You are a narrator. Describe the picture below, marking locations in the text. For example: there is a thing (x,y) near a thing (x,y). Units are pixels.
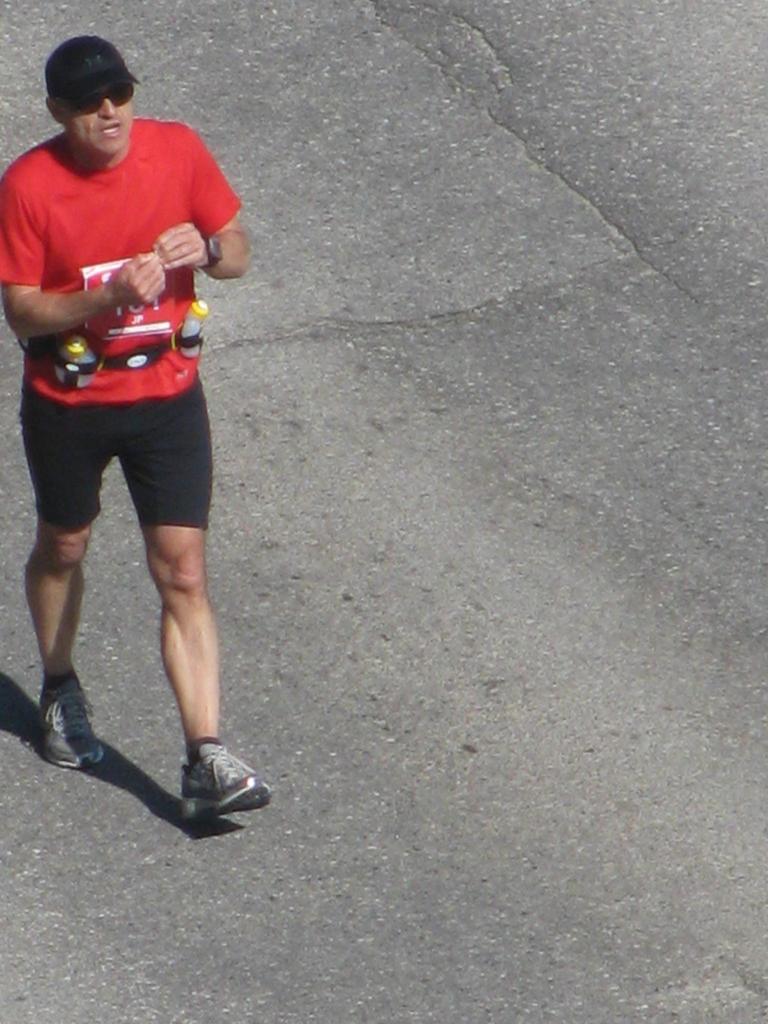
In this image we can see a man (141,463) walking. In the background (430,515) there is a road (442,666).
